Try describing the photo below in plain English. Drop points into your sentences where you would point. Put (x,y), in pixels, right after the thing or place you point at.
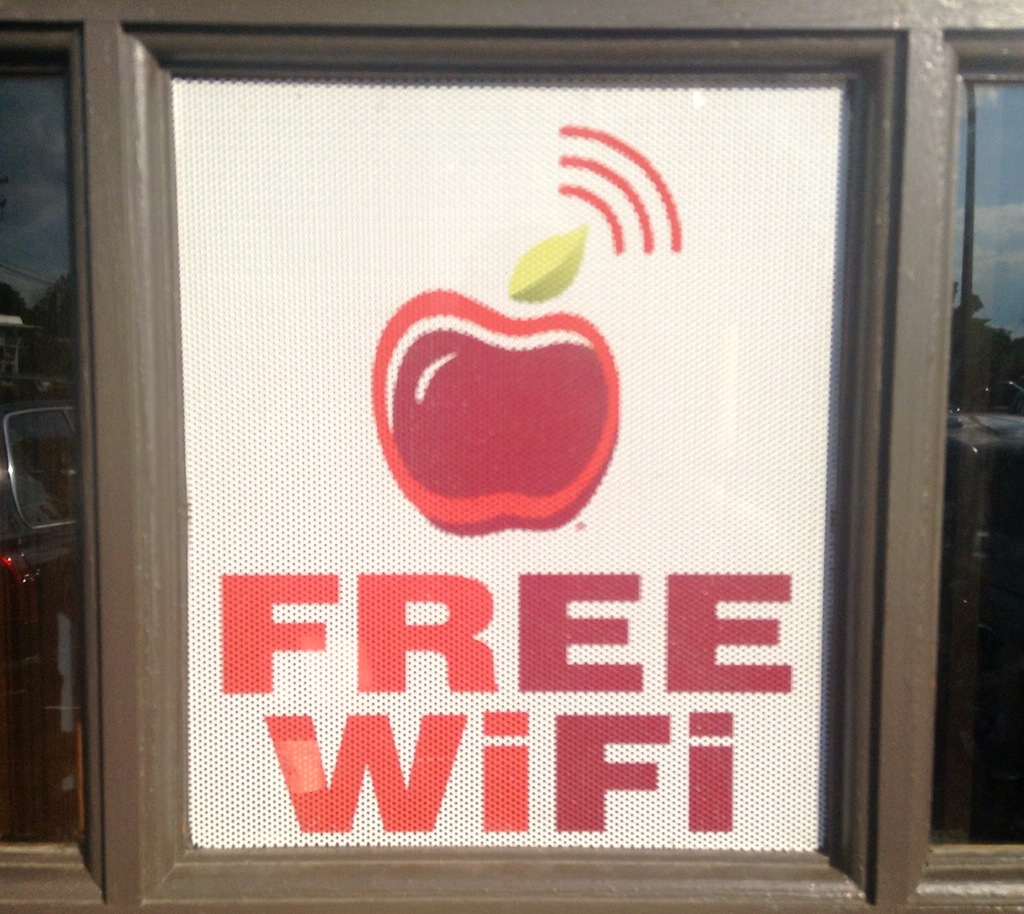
In the image I can see a glass (425,497) on which there is a sticker (463,691).
